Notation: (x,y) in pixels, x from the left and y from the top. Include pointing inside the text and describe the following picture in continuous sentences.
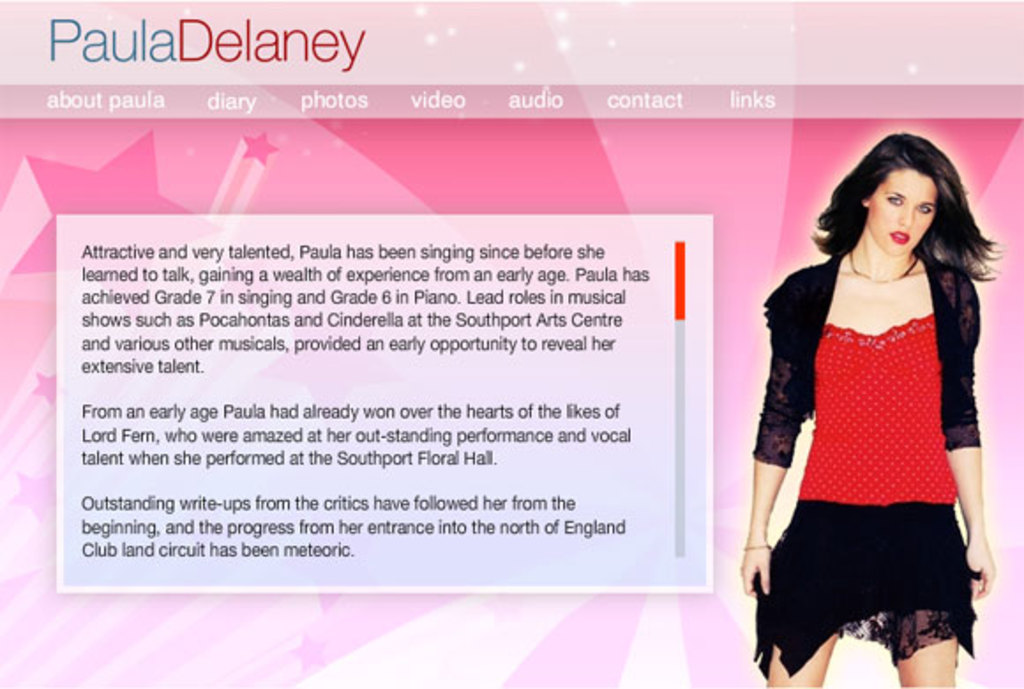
In this image we can see that there is a screenshot (835,316) of a website (535,184) in which there is a girl (867,337) on the right side (950,368).
